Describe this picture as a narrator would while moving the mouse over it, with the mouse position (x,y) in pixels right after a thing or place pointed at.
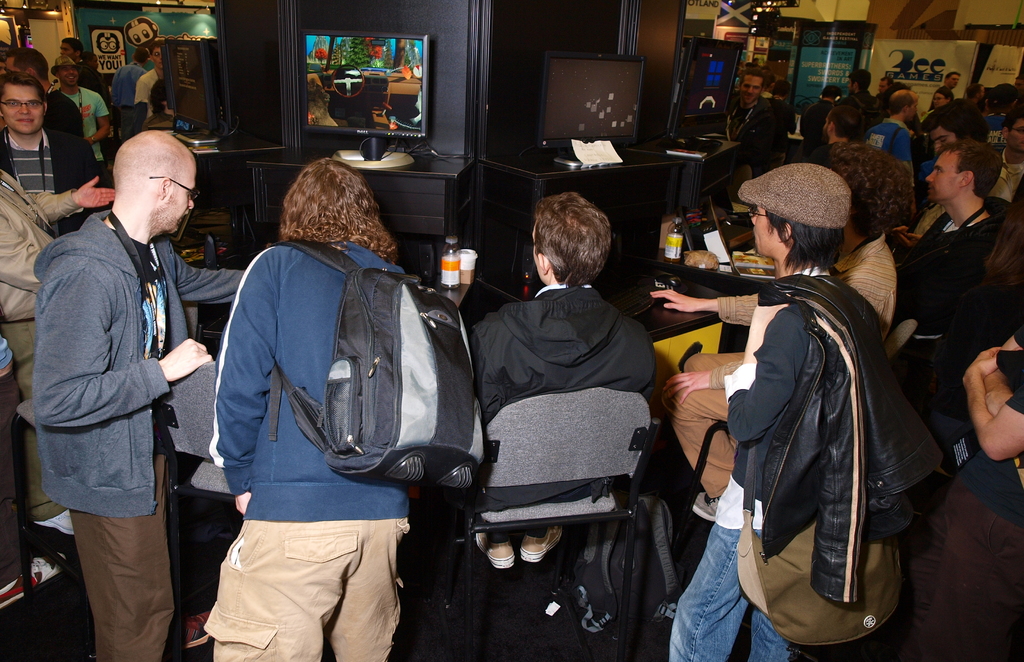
In this picture I can observe some people (323,329) standing on the floor (453,590). In the background (335,101) I can observe four televisions (570,101) placed on the desks (548,162).
